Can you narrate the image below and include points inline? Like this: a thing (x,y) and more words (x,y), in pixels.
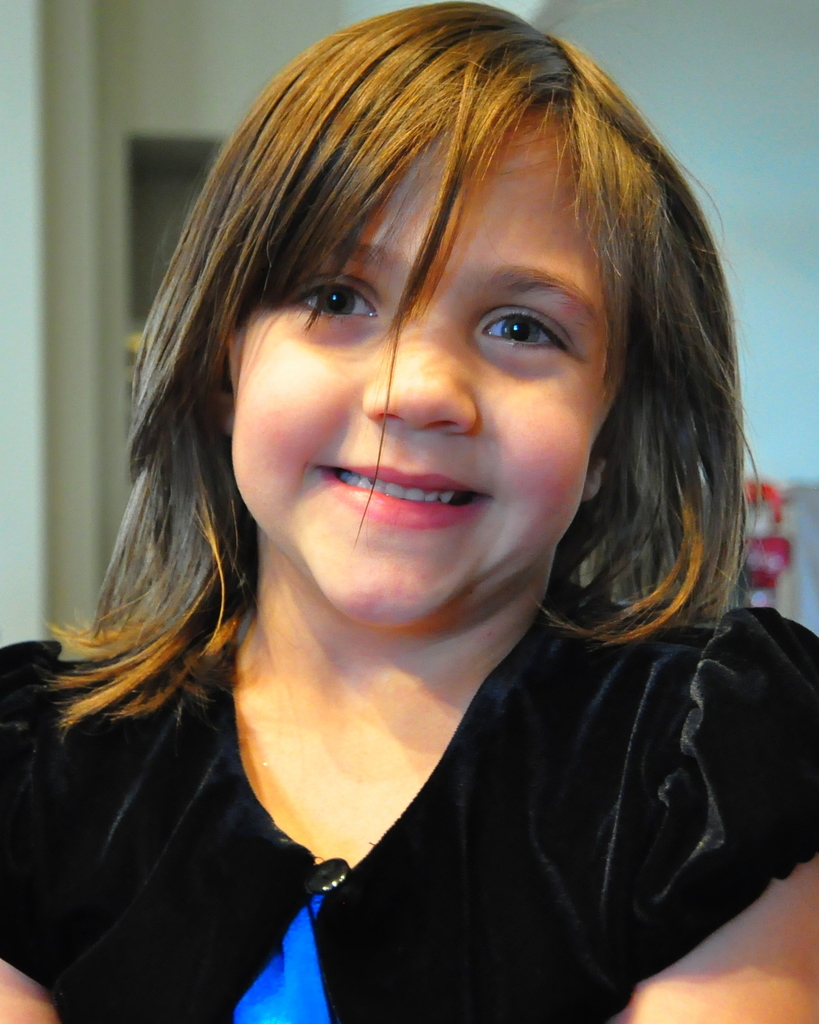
In the picture we can see a girl (657,899) smiling, she is with a black dress (752,728), in the background (53,549) we can see a wall (796,435).
